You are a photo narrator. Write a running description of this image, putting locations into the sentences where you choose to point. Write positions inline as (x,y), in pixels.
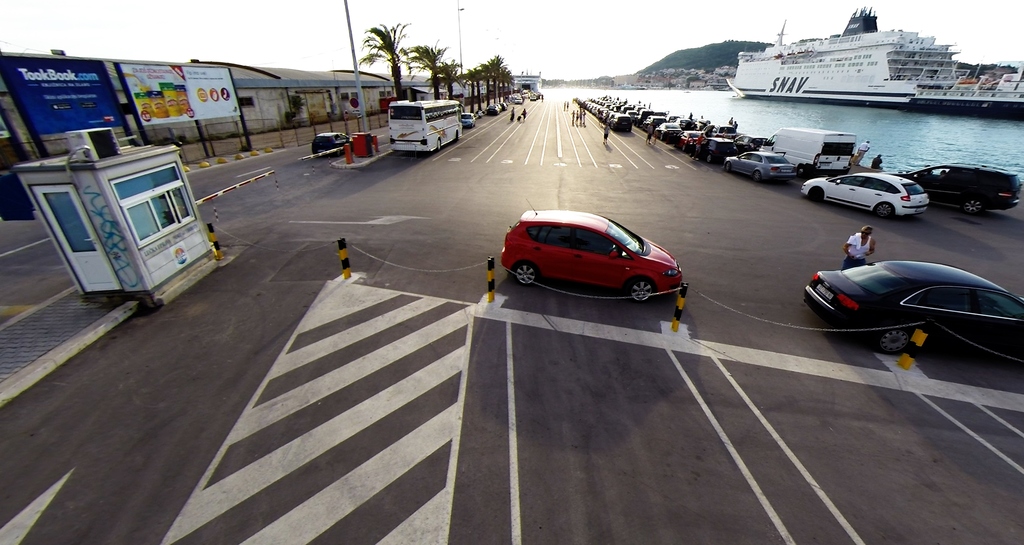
In the image there is a road (581,431) and on the road (861,471) there are many vehicles (605,255), trees (422,57) and on the right side (845,122) there is a water surface (1023,149), on the water surface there is a ship (860,65), in the background (717,57) there are houses (679,76) and a mountain (709,67).
